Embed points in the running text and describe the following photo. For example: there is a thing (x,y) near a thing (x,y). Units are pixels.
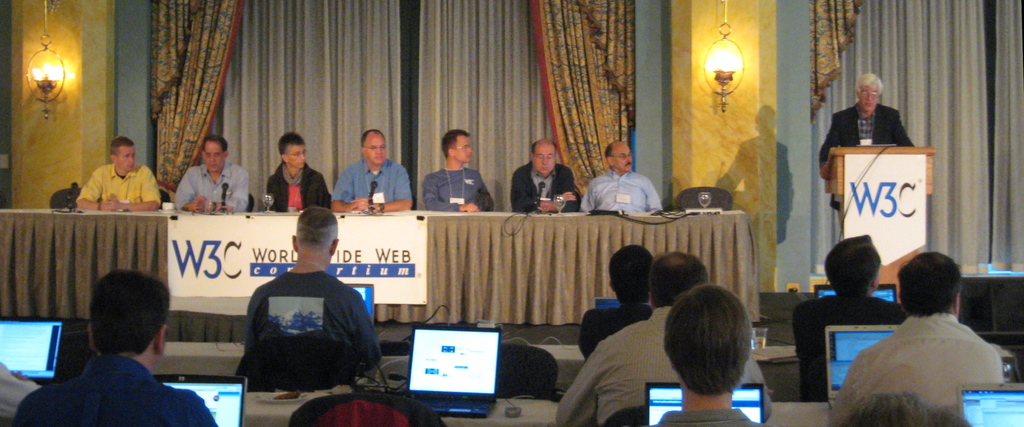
The image is taken during a conference. In the foreground of the picture (132,365) there are people (968,379), laptops (212,383), tables (203,363), cables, chairs (328,351) and other objects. In the center of the picture (582,251) it is stage (424,286), on the stage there are people (628,189), chairs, podium (851,188), table (446,256), banner (253,259), cables (685,217), mics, glasses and other objects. In the background (497,64) there are curtains (483,60), lights (733,47) and wall (683,70).
